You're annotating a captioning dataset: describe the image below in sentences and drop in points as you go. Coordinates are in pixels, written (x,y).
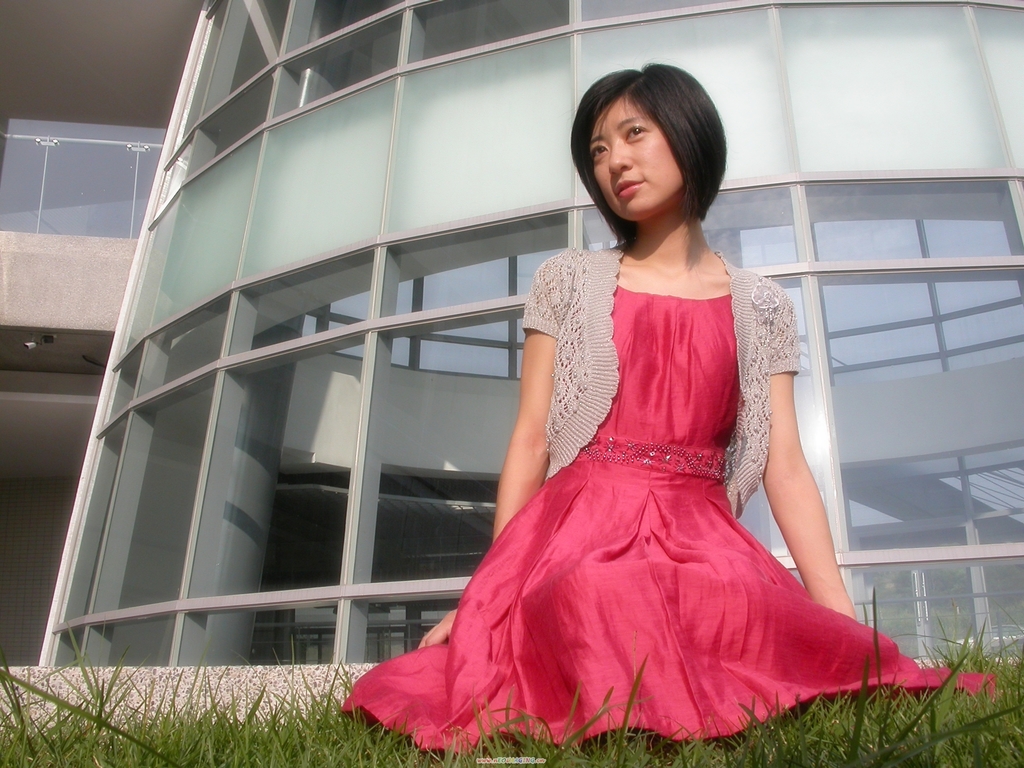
In this picture we can see a woman (663,559) here, at the bottom (801,752) there is grass (830,752), in the background (243,289) we can see a building (223,243), there is a glass (398,290) here.
